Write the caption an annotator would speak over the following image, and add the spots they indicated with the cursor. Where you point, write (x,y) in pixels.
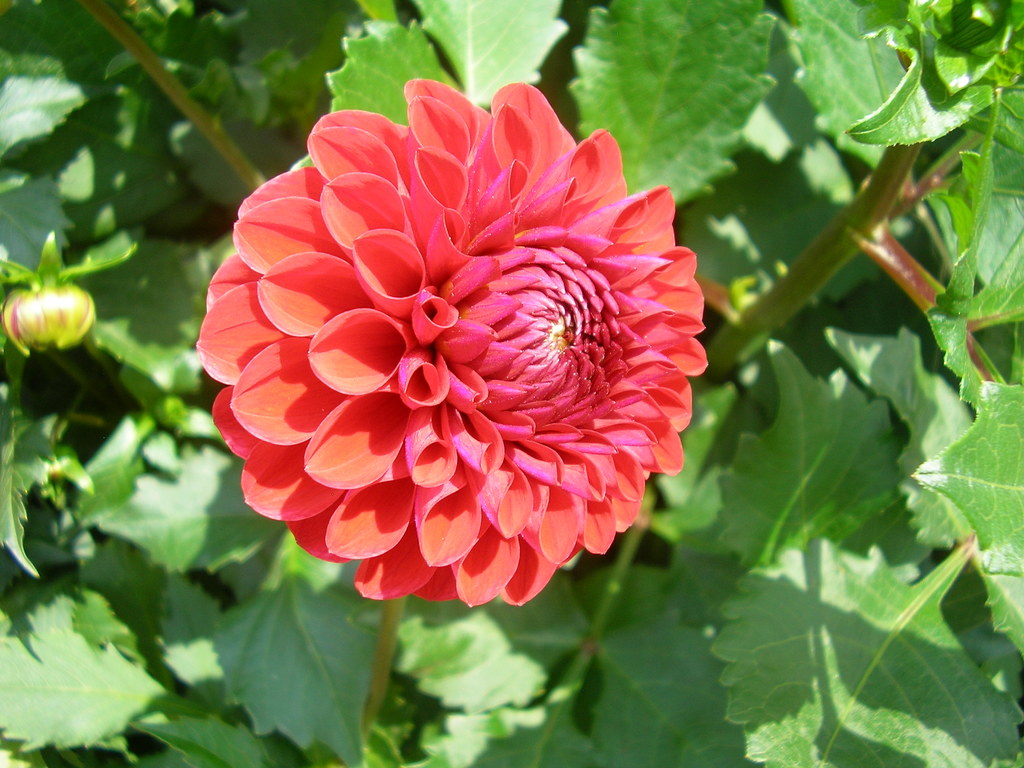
This picture contains a flower (370,350) which is in red color. Beside that, we see a plant (752,636) and on the left corner of the picture (36,294), we see the bud (63,303) of a flower (59,291).
